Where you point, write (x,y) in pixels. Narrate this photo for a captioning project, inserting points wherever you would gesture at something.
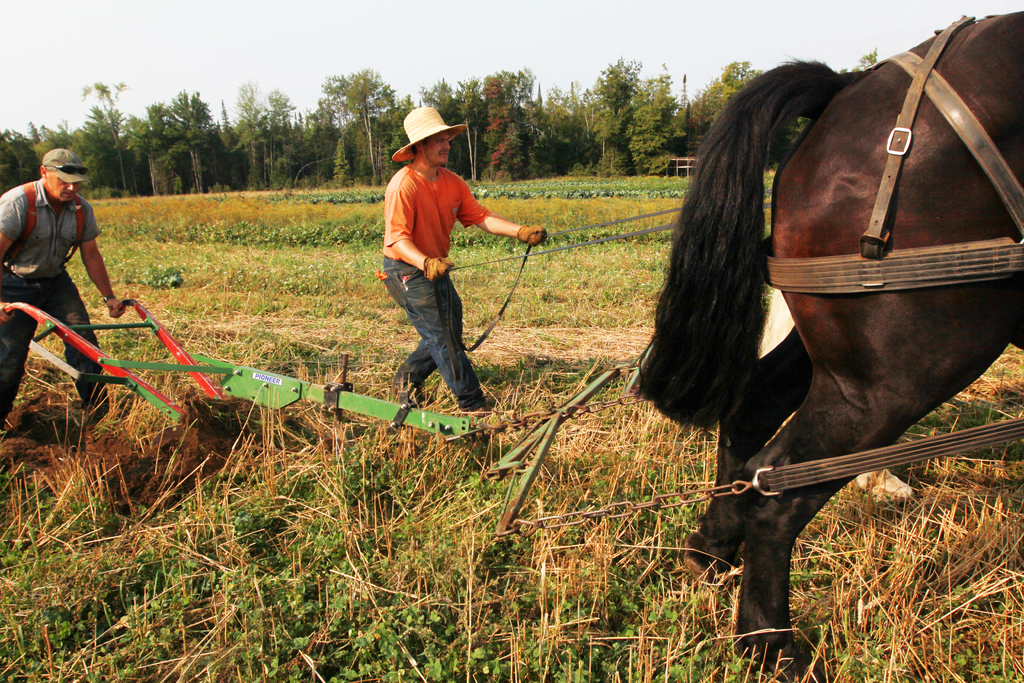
In this image there are two people (117,307) farming in the agricultural field (630,304), few trees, a horse (797,368) and the sky (281,71).
